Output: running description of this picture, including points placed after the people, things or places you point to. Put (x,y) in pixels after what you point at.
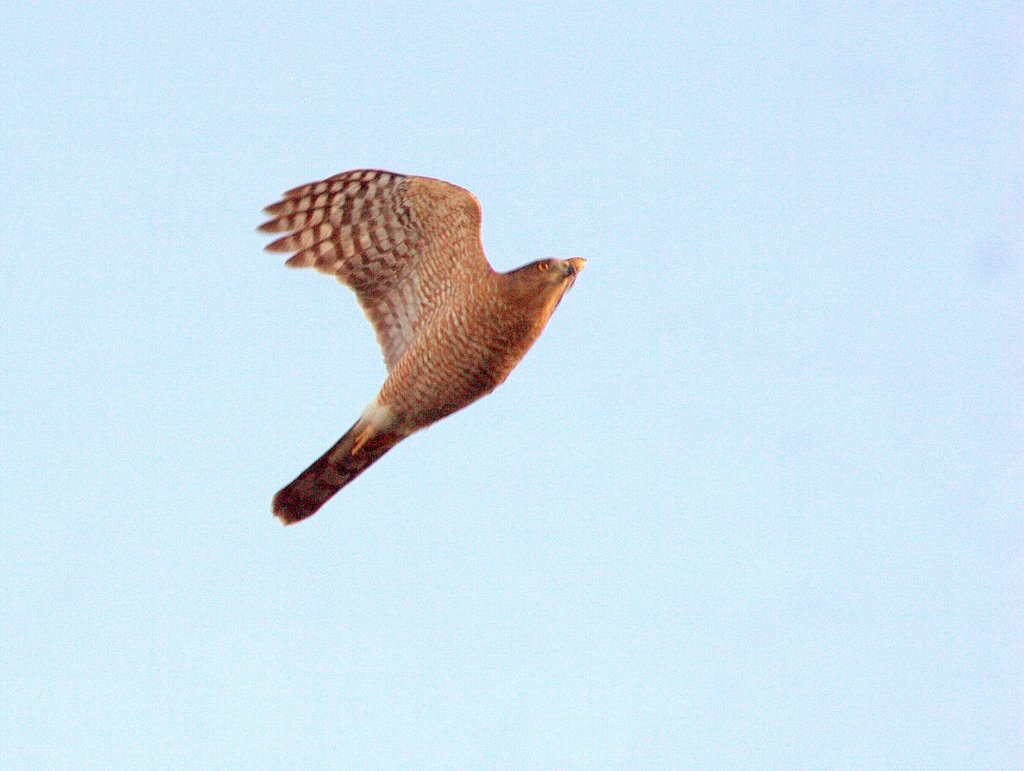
This image consists of a bird (391,341) in brown color. In the background (253,474), there is sky (327,333).
